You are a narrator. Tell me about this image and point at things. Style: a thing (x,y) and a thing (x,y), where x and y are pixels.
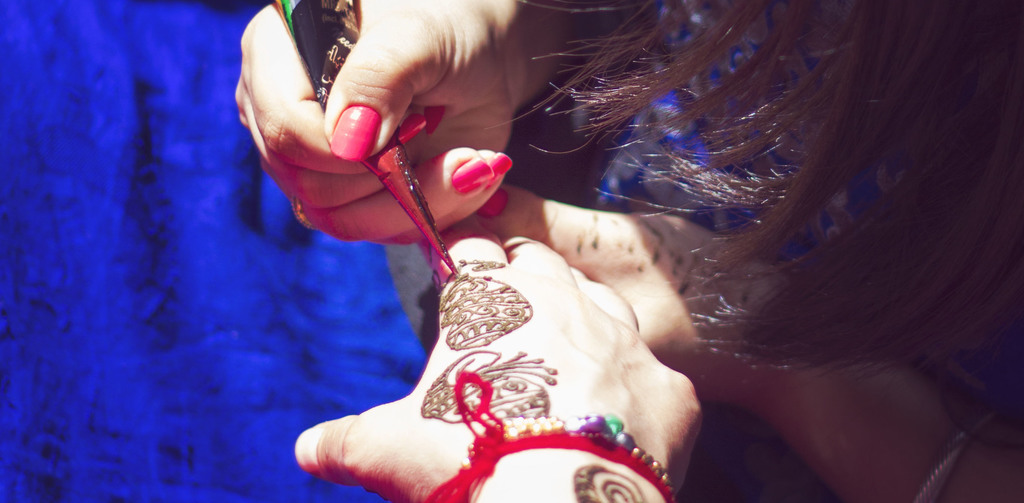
In this picture we can see a lady (506,116) is keeping mehndi (519,309) to other person (516,420).
